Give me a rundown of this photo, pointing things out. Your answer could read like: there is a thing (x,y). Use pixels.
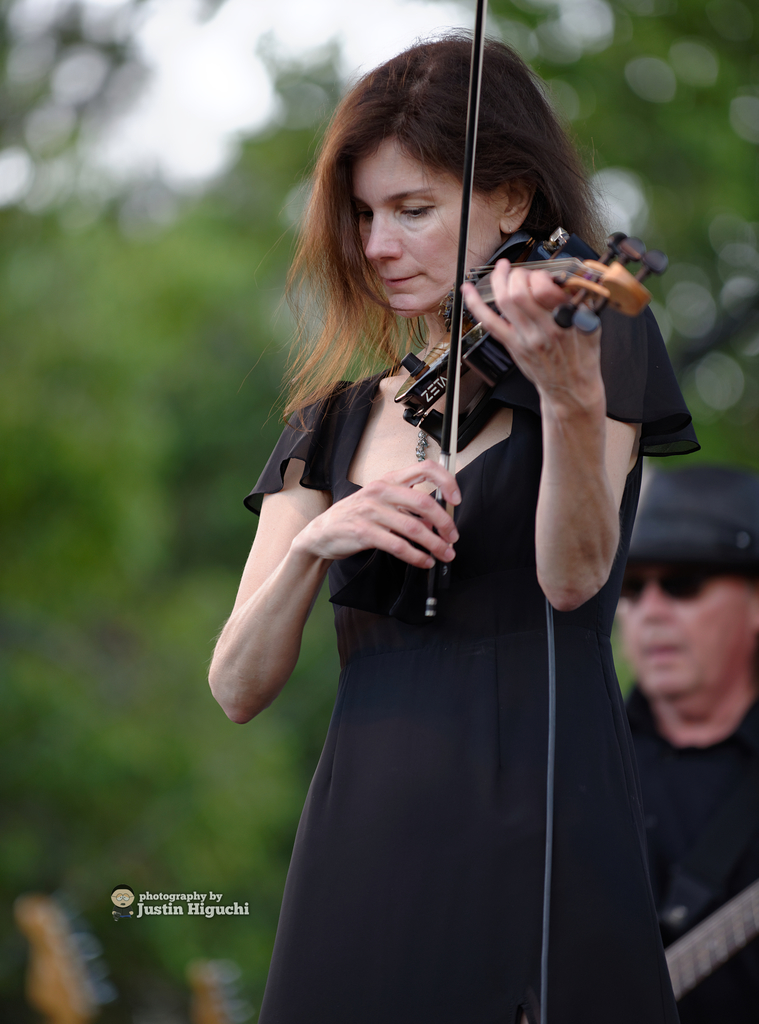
In this image I see a woman (616,958) who is holding an musical instrument (471,201). In the background (14,1009) I see the man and the trees (135,760), which are blurred.
